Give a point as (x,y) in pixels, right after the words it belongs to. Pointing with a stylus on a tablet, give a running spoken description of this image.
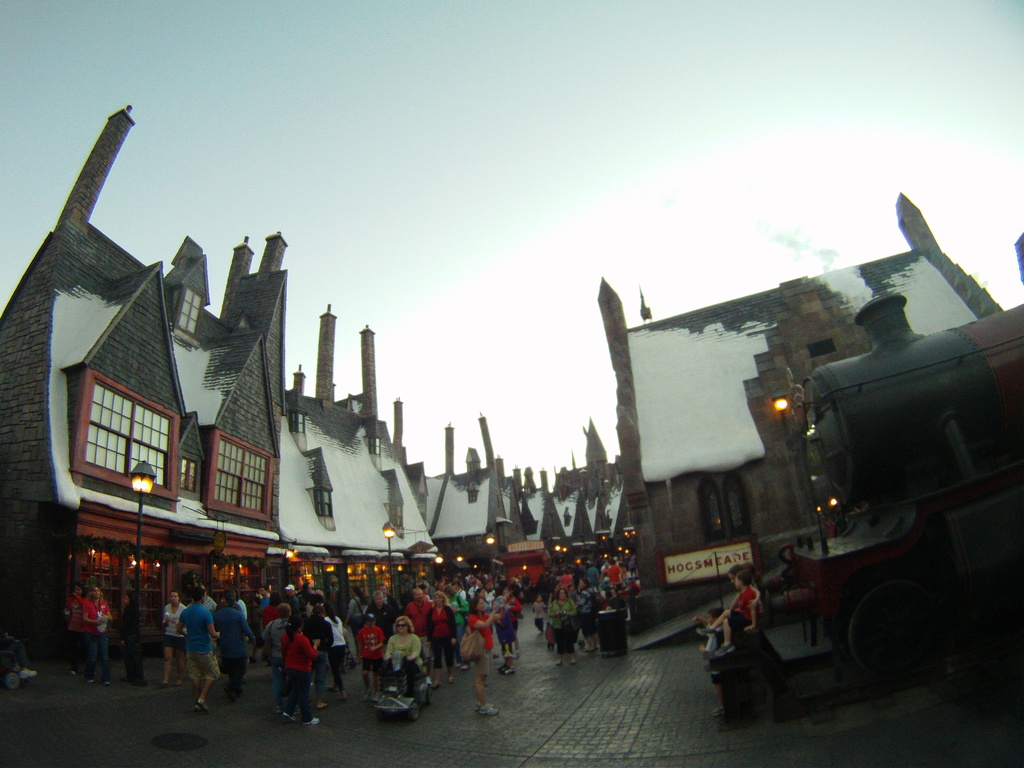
In this image there are persons (311,643) standing walking and sitting. In the background (560,543) there are houses (662,474), poles (794,460) and the sky (573,355) is cloudy. On the right side (935,502) there is a rail engine (948,454) and there is a smoke (791,249) coming from it.
